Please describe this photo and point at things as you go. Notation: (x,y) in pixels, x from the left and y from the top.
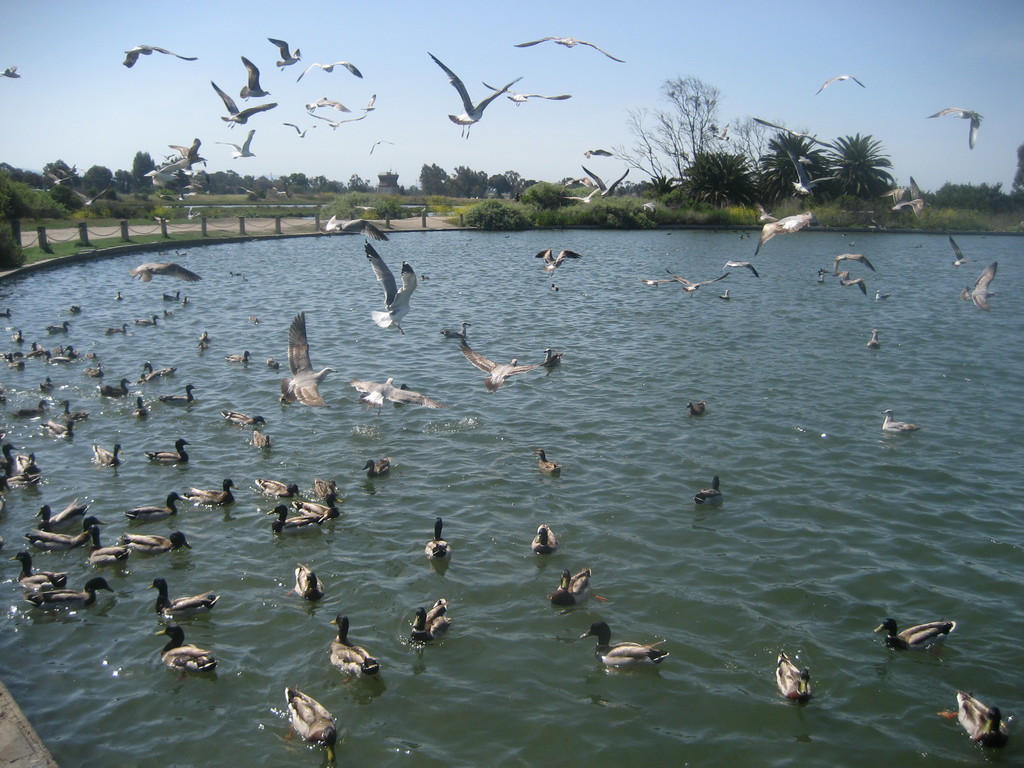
In this image I can see the water (764,421), few birds (444,609) on the water (219,441), few birds (372,230) flying in the air (185,85) and few trees (20,207) which are green in color. In the background (556,75) I can see the sky (115,110).
